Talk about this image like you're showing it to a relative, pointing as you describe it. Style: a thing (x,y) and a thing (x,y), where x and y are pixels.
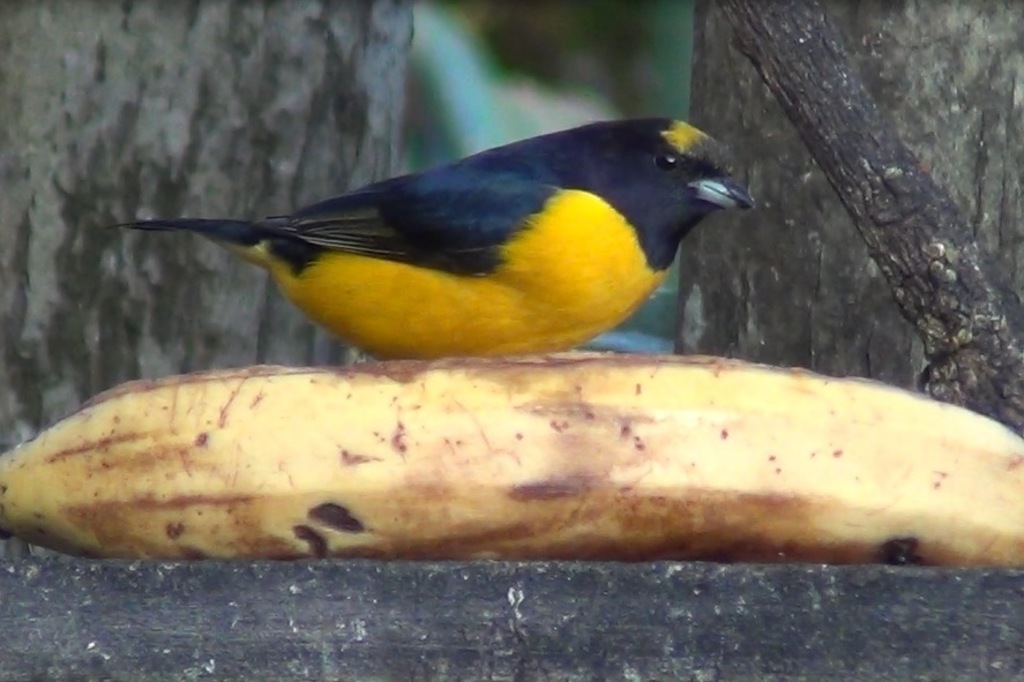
Here I can see a banana (515,465) which is placed on a wall (466,631). Behind there is a bird (568,234) which is facing towards the right side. It is in black and yellows colors. In the background (98,122), I can see few trunks (854,169).
